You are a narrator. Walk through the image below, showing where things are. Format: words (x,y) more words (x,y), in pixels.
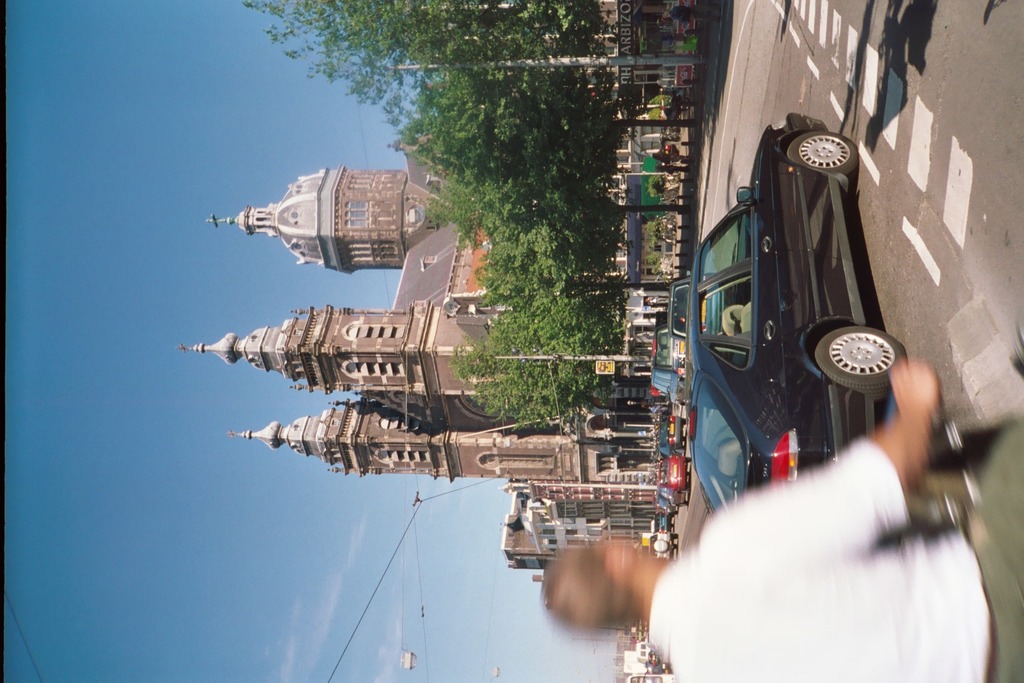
This picture is clicked outside. In the center (671,351) we can see the group of vehicles (705,420) and a person (938,614) seems to be riding a vehicle (941,443). In the background (216,46) there is a sky (198,326), buildings (472,421), trees (519,194), poles (669,59) and many other objects (626,44). On the right (940,129) we can see the zebra crossing (964,171) on the road (912,70).
